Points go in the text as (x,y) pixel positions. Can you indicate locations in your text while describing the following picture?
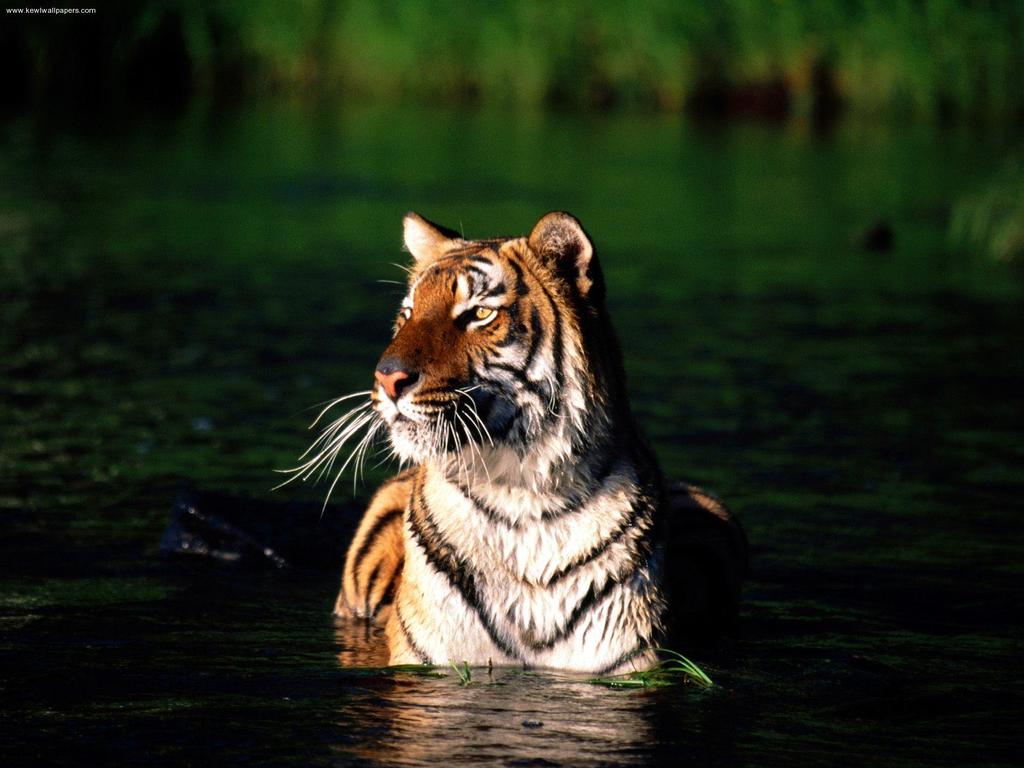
In the center of the image (459,385) we can see a tiger (654,573) is present in the water (338,765). In the background (376,149), the image is blur. In the top left corner (77,11) we can see the text (65,14).
